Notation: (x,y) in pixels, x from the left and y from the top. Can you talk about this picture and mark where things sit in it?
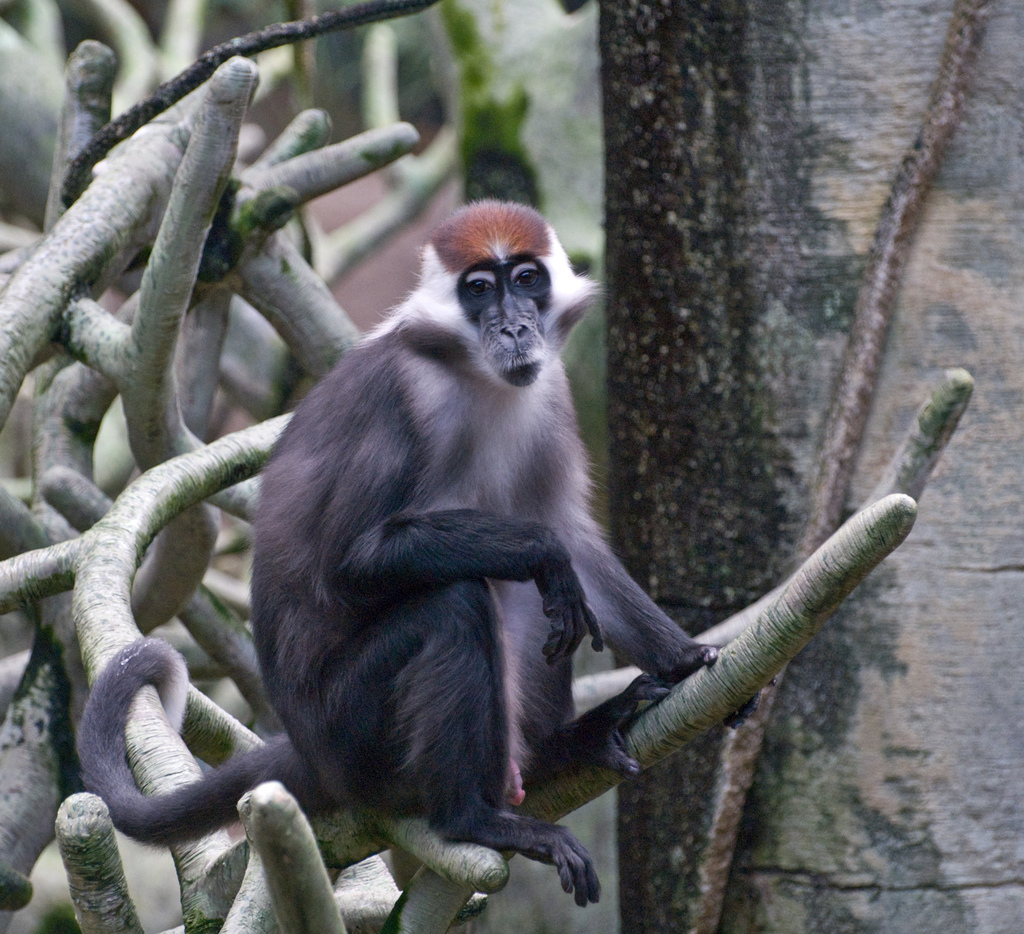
In this image we can see an animal (412,433) on the tree (355,230).
